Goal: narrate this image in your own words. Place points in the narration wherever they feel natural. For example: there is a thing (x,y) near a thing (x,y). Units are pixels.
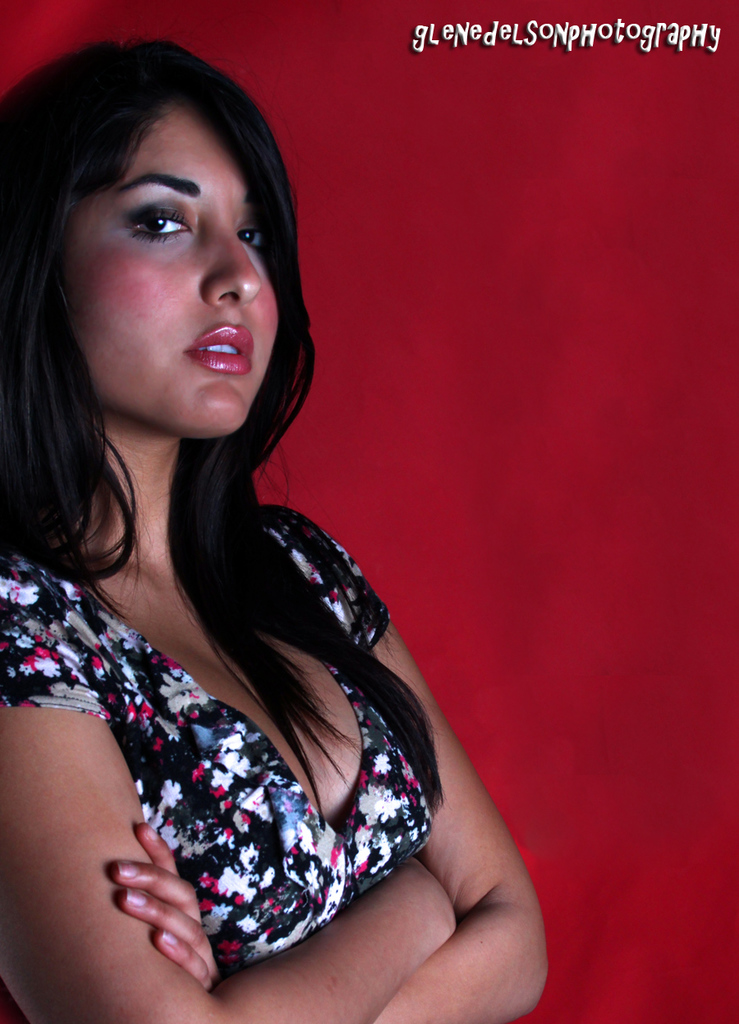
In this picture, we can see a woman (236,884) is standing and there is a red background (429,294) and on the image there is a watermark (595,44).
